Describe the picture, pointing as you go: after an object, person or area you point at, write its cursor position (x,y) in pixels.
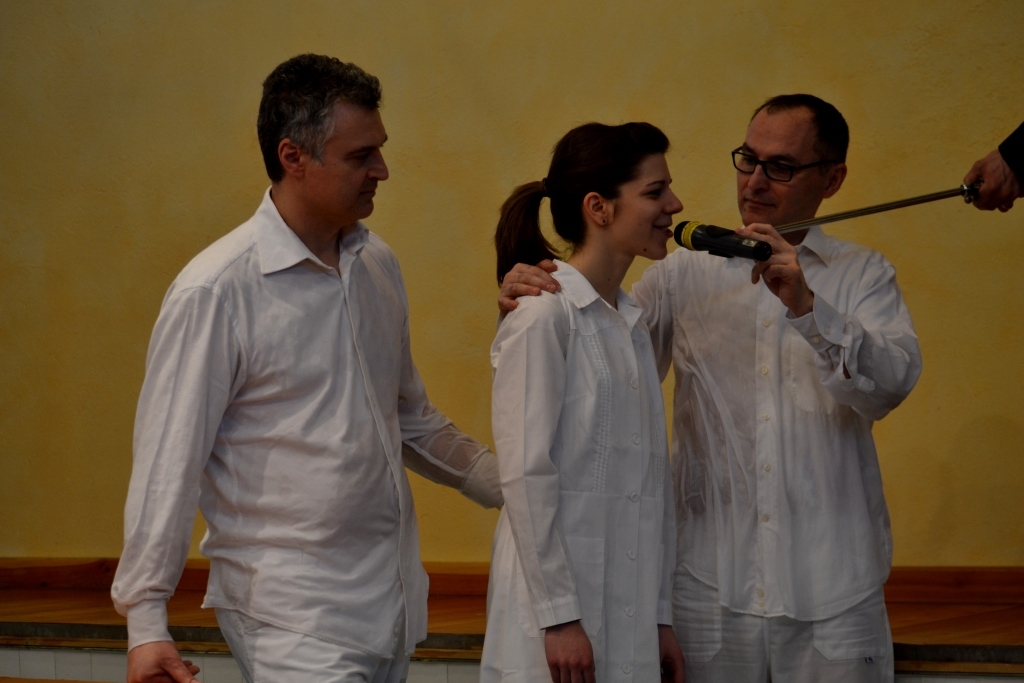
In this image I can see two men (331,209) and a woman (548,440) are standing among them this man (808,321) is holding a microphone (749,239) in the hand (786,290). These people (689,419) are wearing white color clothes (587,459).
